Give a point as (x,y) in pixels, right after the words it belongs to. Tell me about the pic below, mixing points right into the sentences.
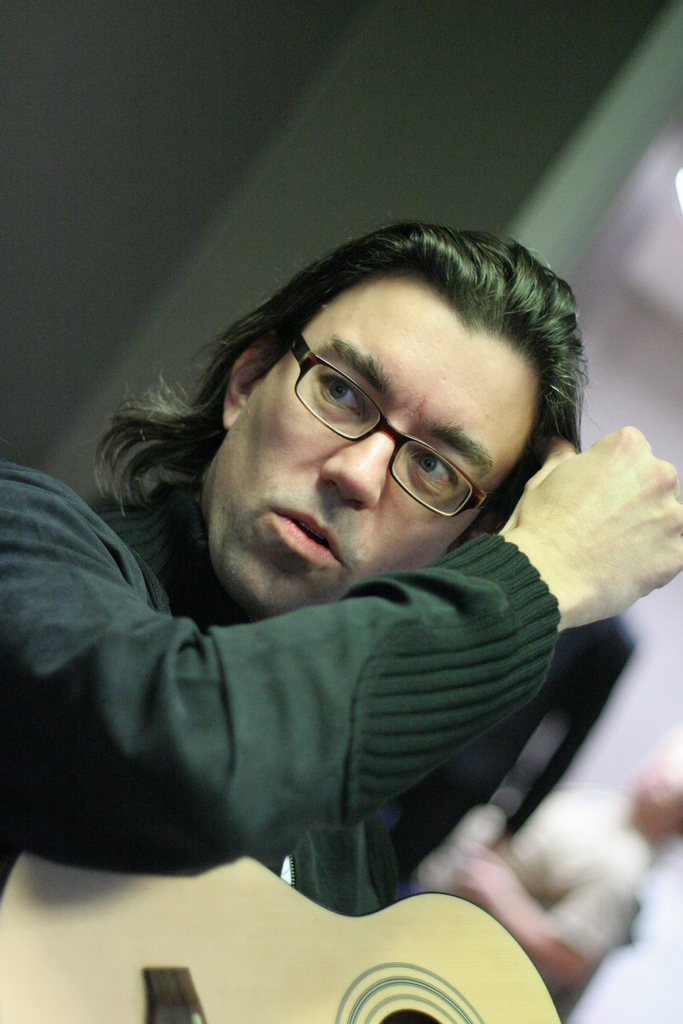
This picture shows a man (231,755) seated and holding a guitar (4,1017) and he wore spectacles (447,491) on his face (272,389) and he wore a black colour shirt (377,591).
